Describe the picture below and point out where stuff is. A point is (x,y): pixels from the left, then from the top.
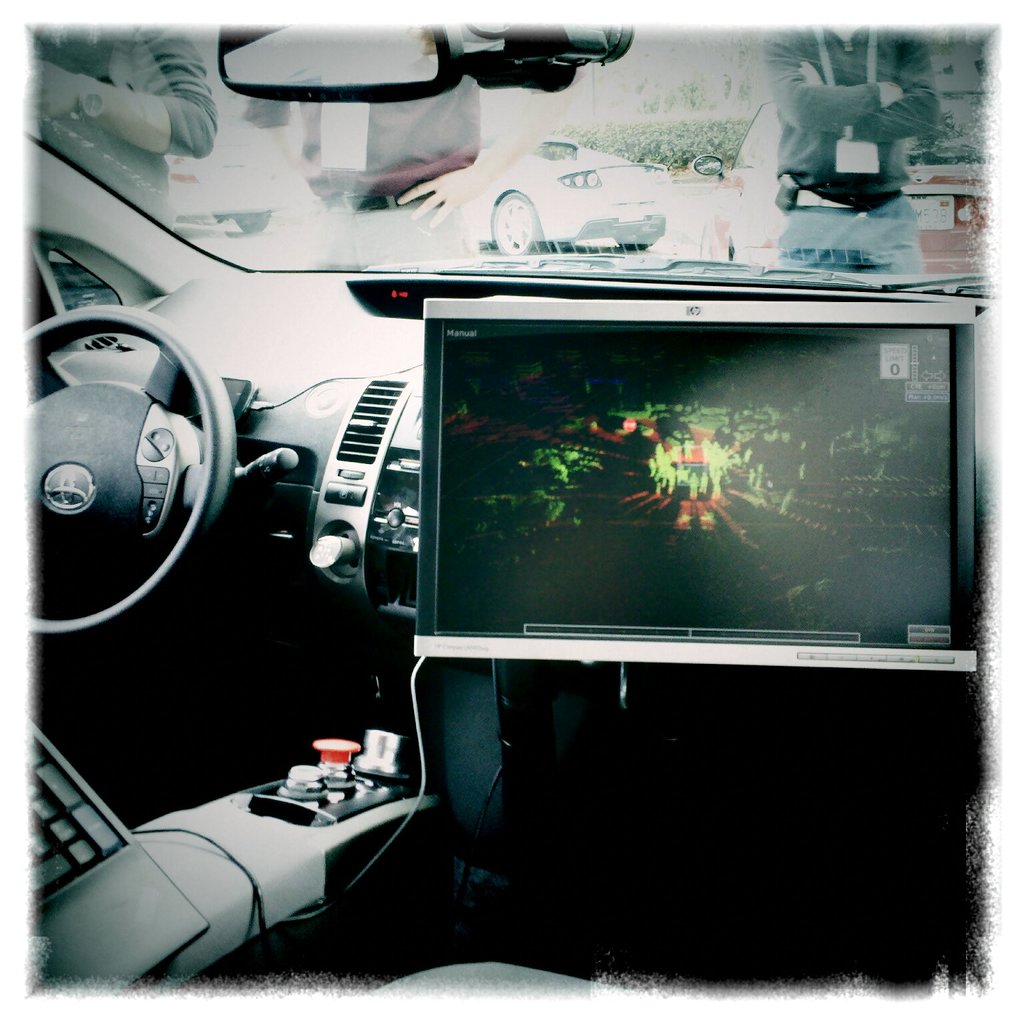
This picture is clicked inside the car (224,804). In this picture, we see the steering wheel (220,514) and dashboard (245,458). On the right side (808,414), we see a computer screen (610,466). Here, we see the front glass (454,205) from which we can see three men (422,131) are standing. We even see cars (608,198) which are parked. In the background (647,142), there are trees (602,145).
